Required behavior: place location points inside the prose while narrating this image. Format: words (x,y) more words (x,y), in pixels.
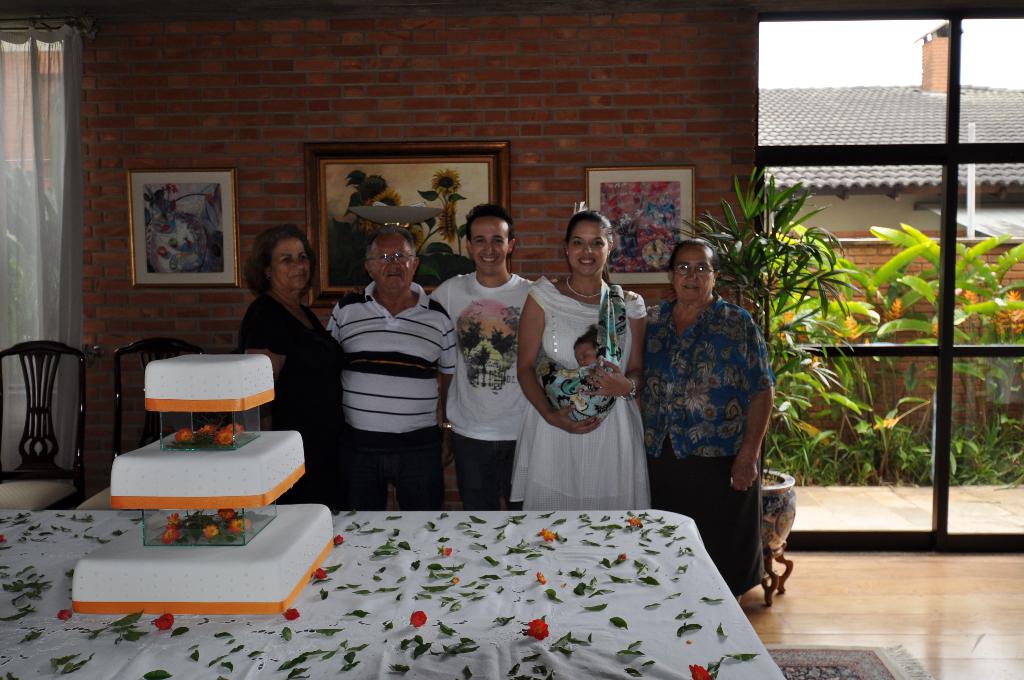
This image consists of five persons (600,371) and a small kid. At the bottom (666,541), there is a table (295,639) covered with a white cloth (601,584). On which there is a cake (195,390). In the background (106,224), we can see three frames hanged on the wall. On the right (871,292), there are small plants (830,301). On the left (57,332), there is a window (57,385) along with a curtain (24,318). And there are chairs (47,476). At the bottom (970,629), there is a floor (853,571).
